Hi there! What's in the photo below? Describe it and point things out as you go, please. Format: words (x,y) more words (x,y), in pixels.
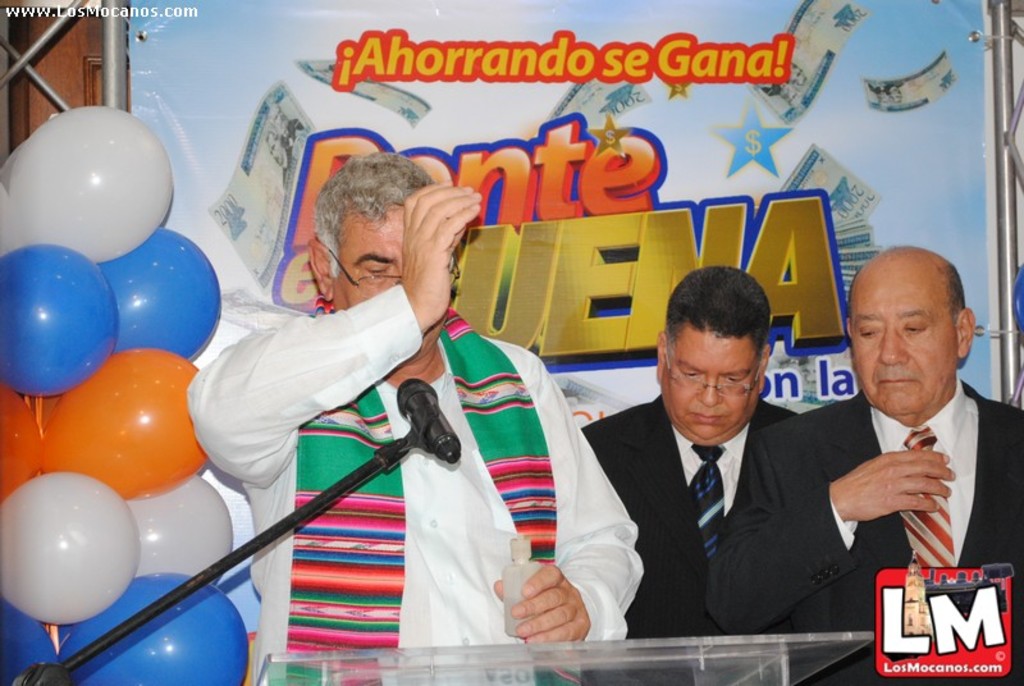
In this image in the center (393,327) there is one man (442,475) who is standing and he is holding one bottle (513,594), in front of him there is one podium (449,649) and mike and on the right side (753,452) there are two persons (812,452) who are standing. And on the left side (100,248) there are some balloons (146,343), in the background (267,128) there is a board (617,107) and some poles (123,78).
